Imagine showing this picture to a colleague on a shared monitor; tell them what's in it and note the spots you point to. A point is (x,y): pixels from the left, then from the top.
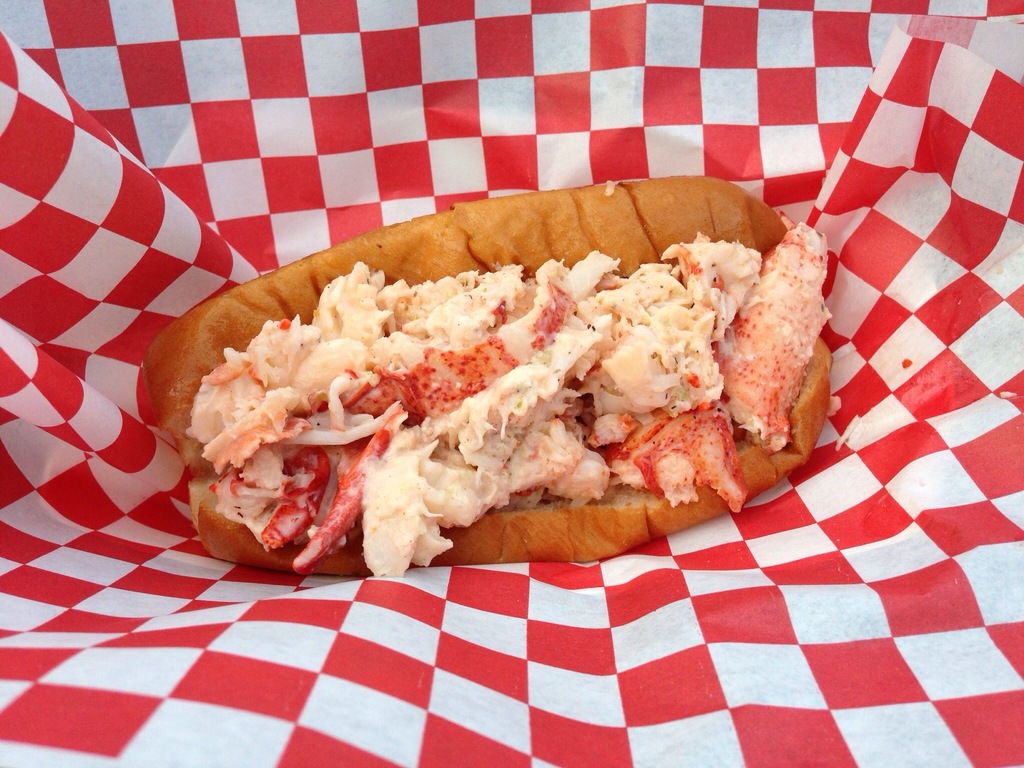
In this image we can see a food item (500,261) in the red and white combination paper (563,131).
